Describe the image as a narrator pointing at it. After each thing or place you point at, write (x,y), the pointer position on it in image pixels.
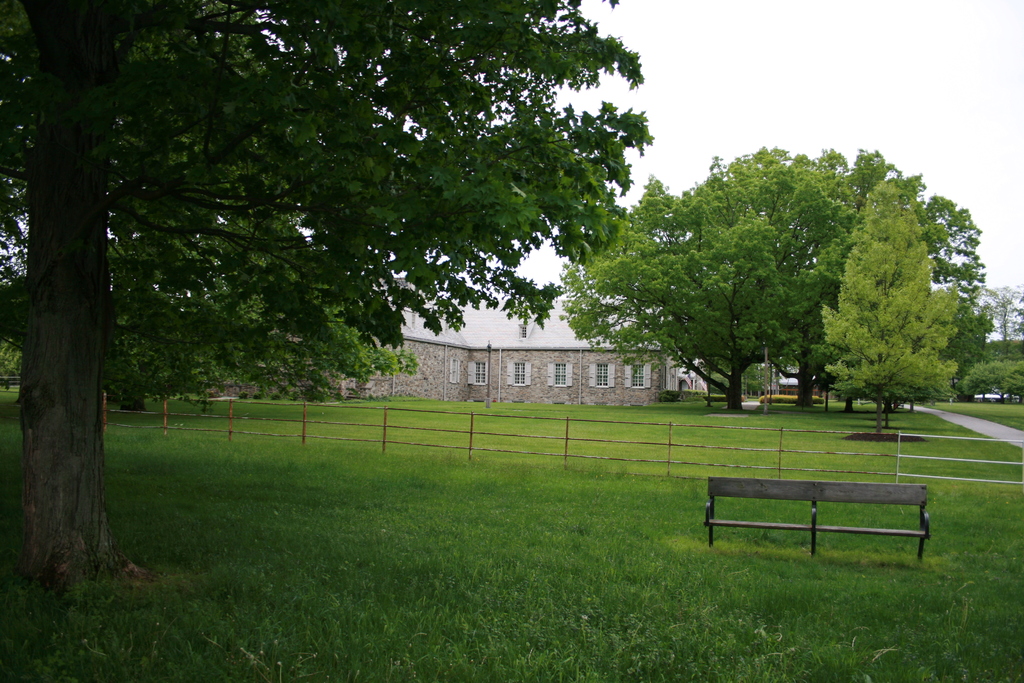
In this picture, we can see the ground (672,560) with grass (672,548), trees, poles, bench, fencing (552,436), building (579,348) with windows (597,379), and the sky (841,108).
